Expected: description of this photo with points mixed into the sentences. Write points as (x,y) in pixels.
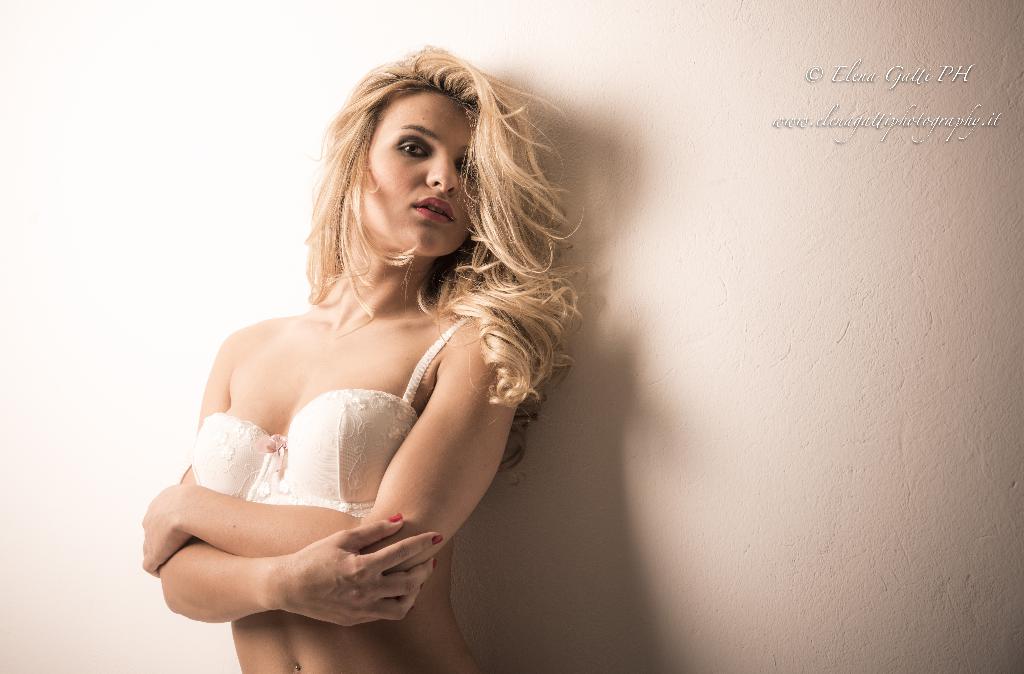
In this image I can see the person (348,501) with the dress (385,420). I can see the cream color background (743,440).
